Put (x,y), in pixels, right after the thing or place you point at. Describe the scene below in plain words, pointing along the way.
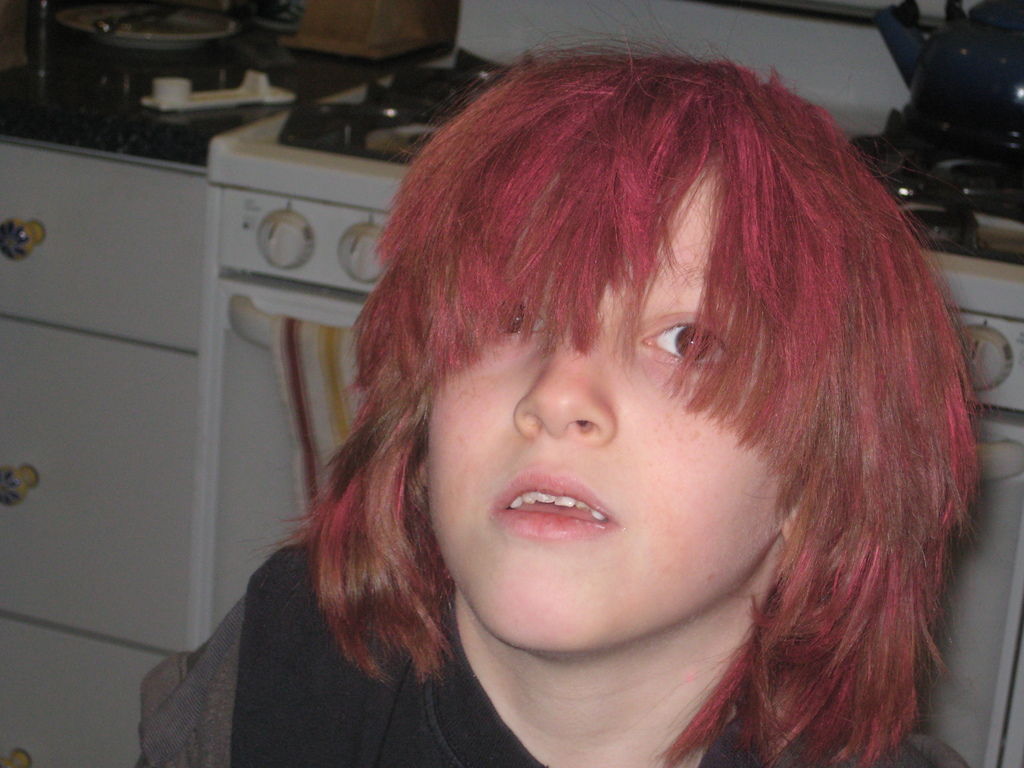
In this picture there is a person (366,334). In the background of the image (362,135) we can see stove (418,126), cloth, cupboards (52,154) and objects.
